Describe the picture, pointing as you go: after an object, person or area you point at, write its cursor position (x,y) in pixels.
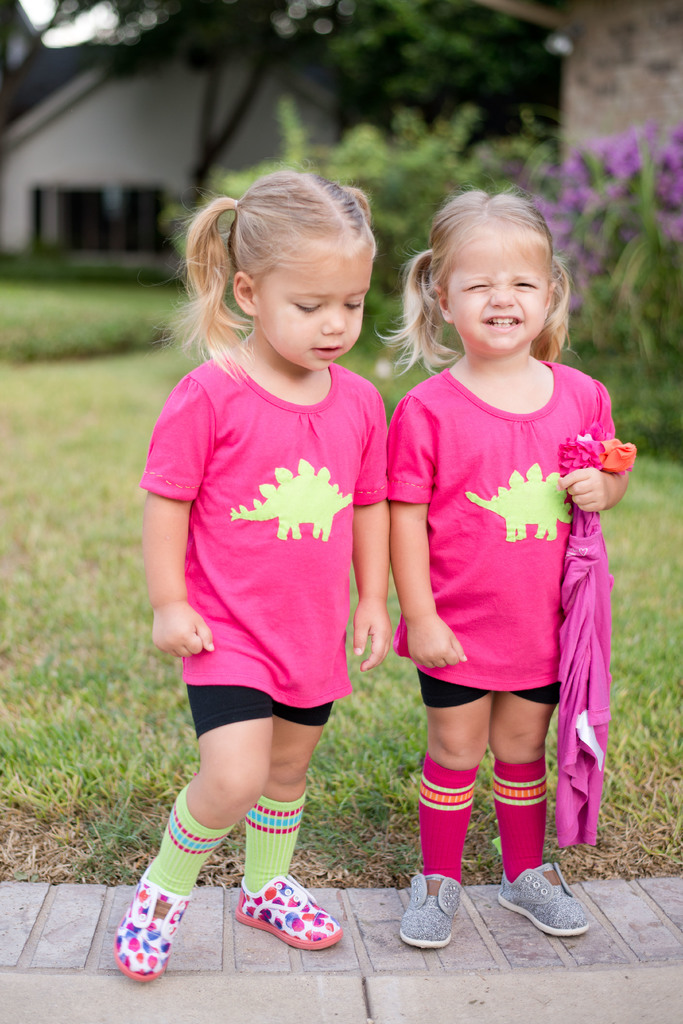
In this image I can see two girls (238,366) are standing in the front (509,661). I can see both of them are wearing socks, shoes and same colour dress (459,479). On the right side of the image (575,439) I can see one of them is holding a pink colour cloth (580,521). In the background (13,780) I can see an open grass ground (679,498), few plants (408,216), number of flowers (668,148), few buildings (629,113) and few trees (295,39). I can also see this image is little bit blurry.
